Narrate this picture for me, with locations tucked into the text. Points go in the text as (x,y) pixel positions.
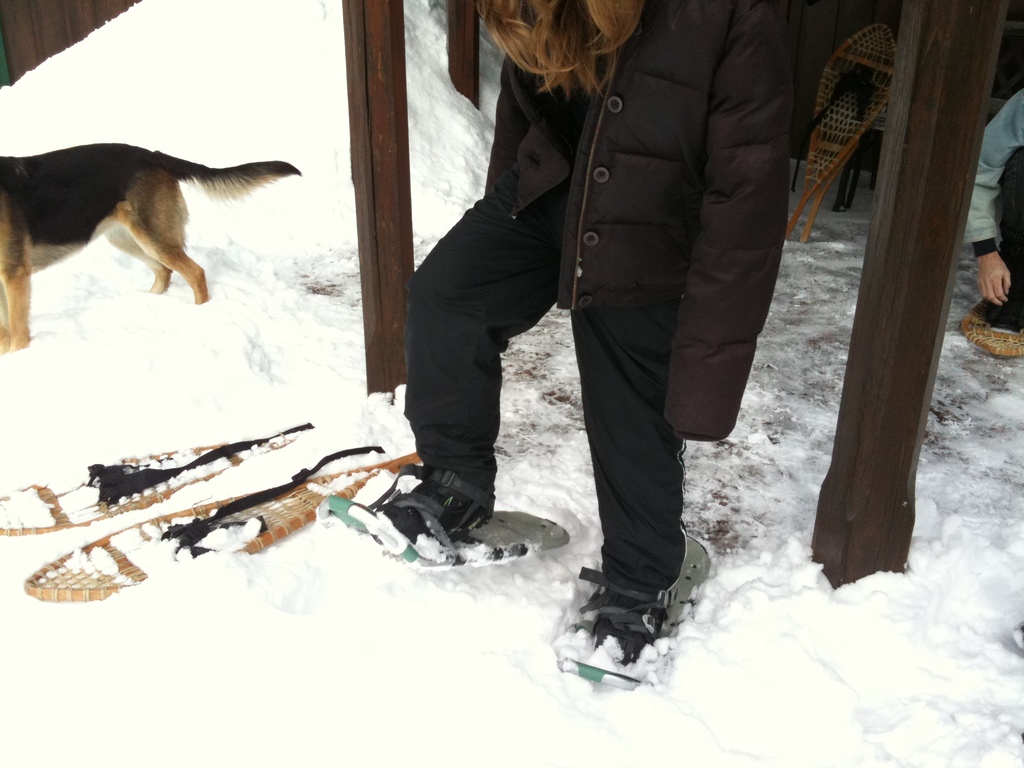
In this image I can see the person (596,310) is wearing snowshoes (497,555). I can see few objects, snow (972,644) and an animal (153,185) in brown and black color.
